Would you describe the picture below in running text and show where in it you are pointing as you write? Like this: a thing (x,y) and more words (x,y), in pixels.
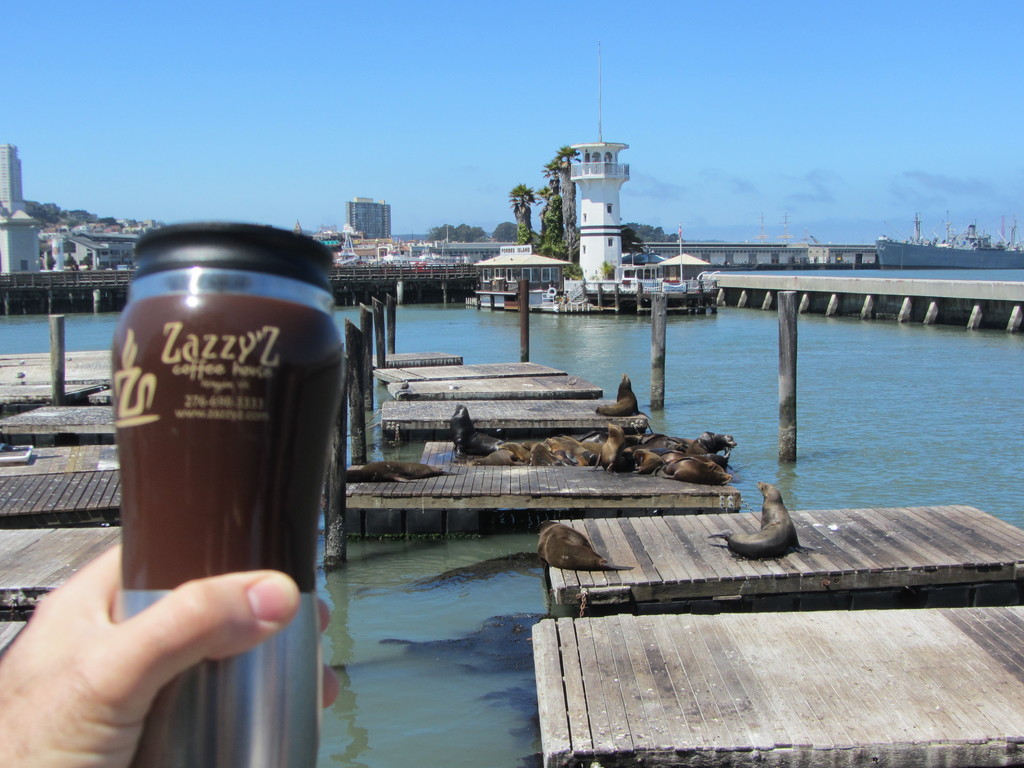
In this image there is a person (102,678) holding an object (300,600), there are seals (580,464) on the wooden piers (597,428), there is a ship (962,266) on the water (498,353), there is a bridge (983,322), and there are buildings (388,239), trees (518,224), and in the background (532,153) there is sky (701,120).
